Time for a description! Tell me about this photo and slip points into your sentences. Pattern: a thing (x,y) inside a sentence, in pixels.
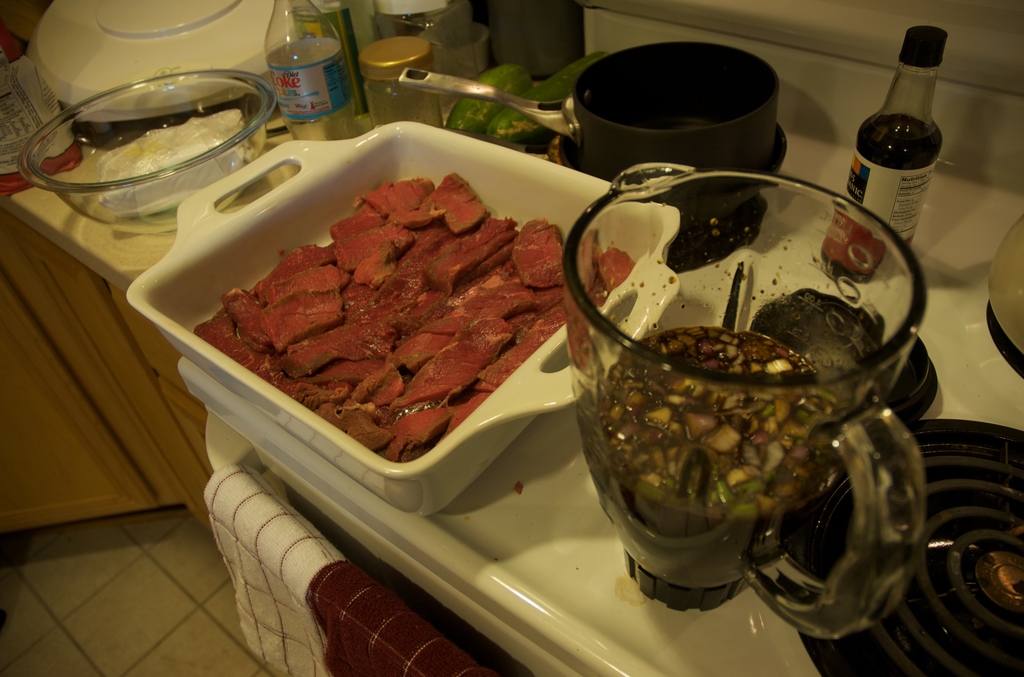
This is a table (488,595) with a bowl (187,160), utensil (583,104), bottles (906,106), mixer (618,420), tray (330,219) and few other things (199,62) on it. This tray (322,194) contains food (418,402). I can see a cloth (263,572) hanging to the hanger (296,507). This looks like a stove (952,581). I think these are the cupboards (114,390).
